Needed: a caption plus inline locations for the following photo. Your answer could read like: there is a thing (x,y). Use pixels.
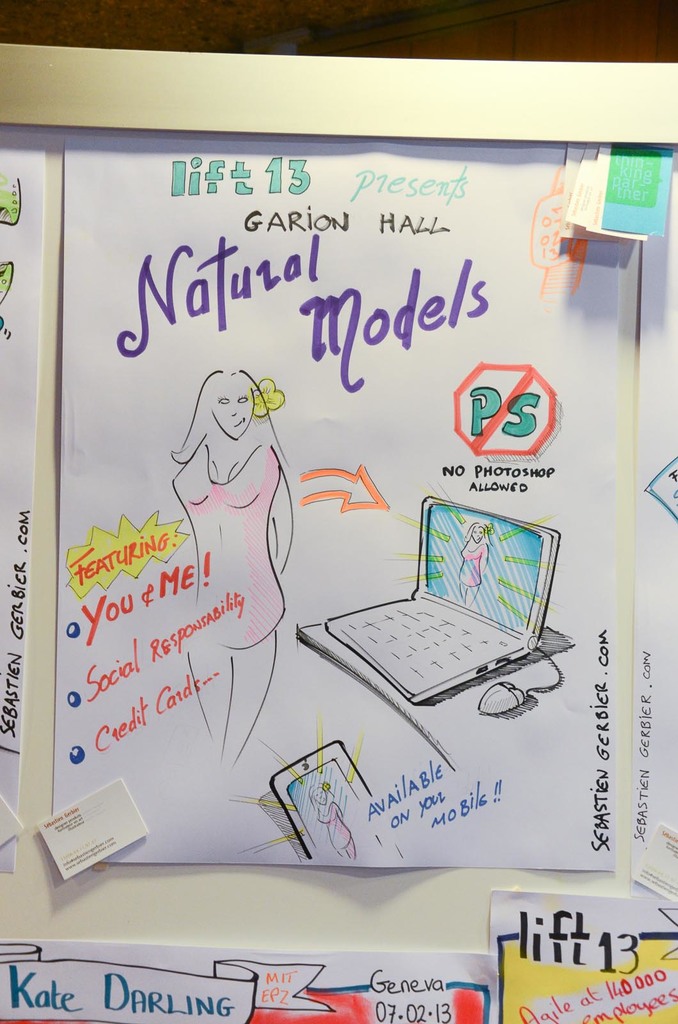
In this image I see the sketch (305,853) on the paper (92,776) and there is a woman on it and there is a laptop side to it and on the paper (277,395) it's written "Natural Models".
